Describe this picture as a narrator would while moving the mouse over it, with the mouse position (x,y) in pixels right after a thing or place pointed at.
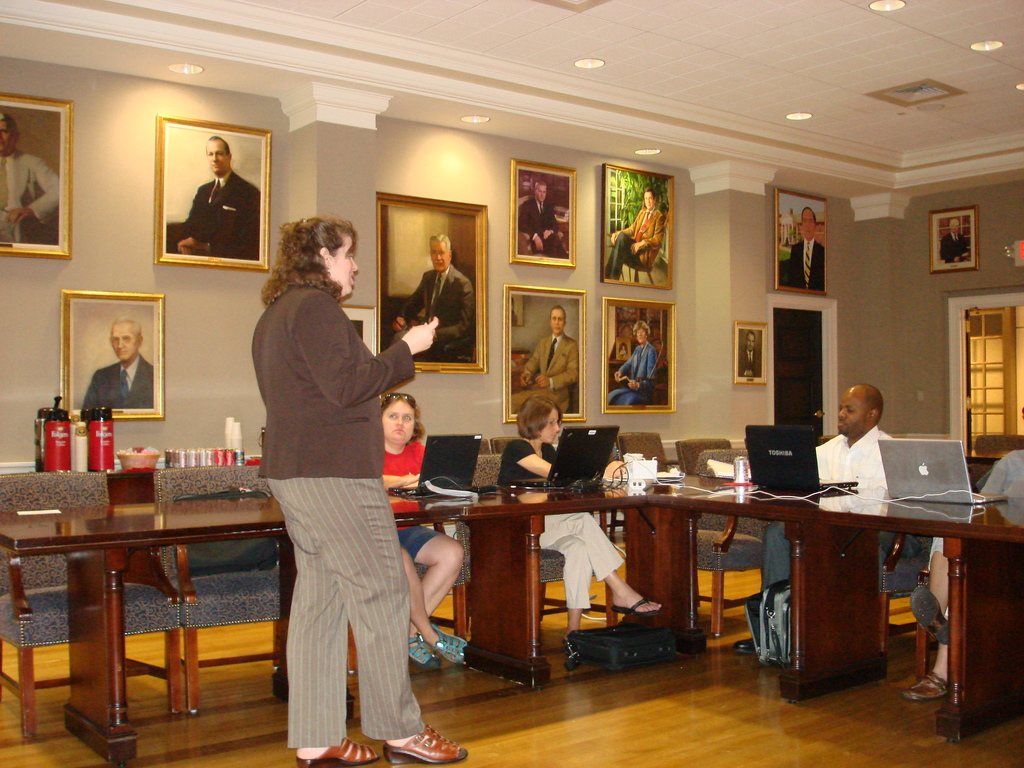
In a room (422,86), there is a big table (708,507) and around the table (802,506) many people (520,472) are sitting and working with the laptops (958,480) and in between the room (405,497) there is a woman (324,375) standing and she is speaking something, in the background (967,279) there is a wall (77,204) and to the wall (355,203) there are many photo frames (820,236) attached.
